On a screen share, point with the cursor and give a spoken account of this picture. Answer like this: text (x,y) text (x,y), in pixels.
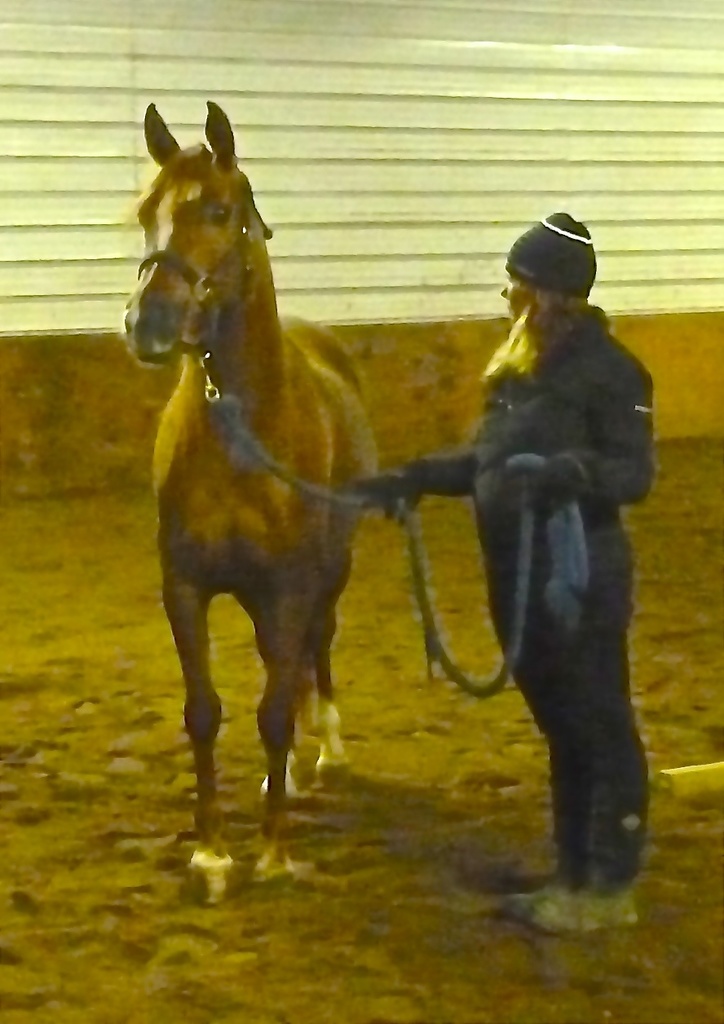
In this image in the front (494,555) there is a woman (501,555) standing and holding a rope (279,471) which is tied to the horse (270,403) which is in front of her. In the background (392,277) there is a wall (463,228).
